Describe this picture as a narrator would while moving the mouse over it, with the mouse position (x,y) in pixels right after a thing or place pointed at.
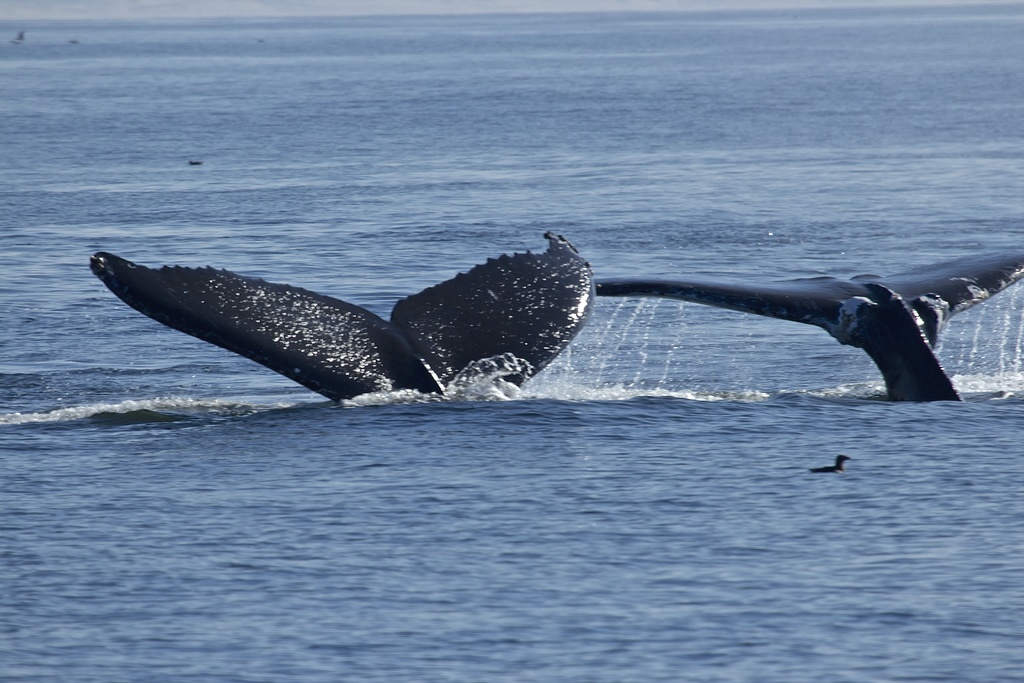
In this picture we can see two whales (813,279) are in the water (506,458) and a bird (841,455).
